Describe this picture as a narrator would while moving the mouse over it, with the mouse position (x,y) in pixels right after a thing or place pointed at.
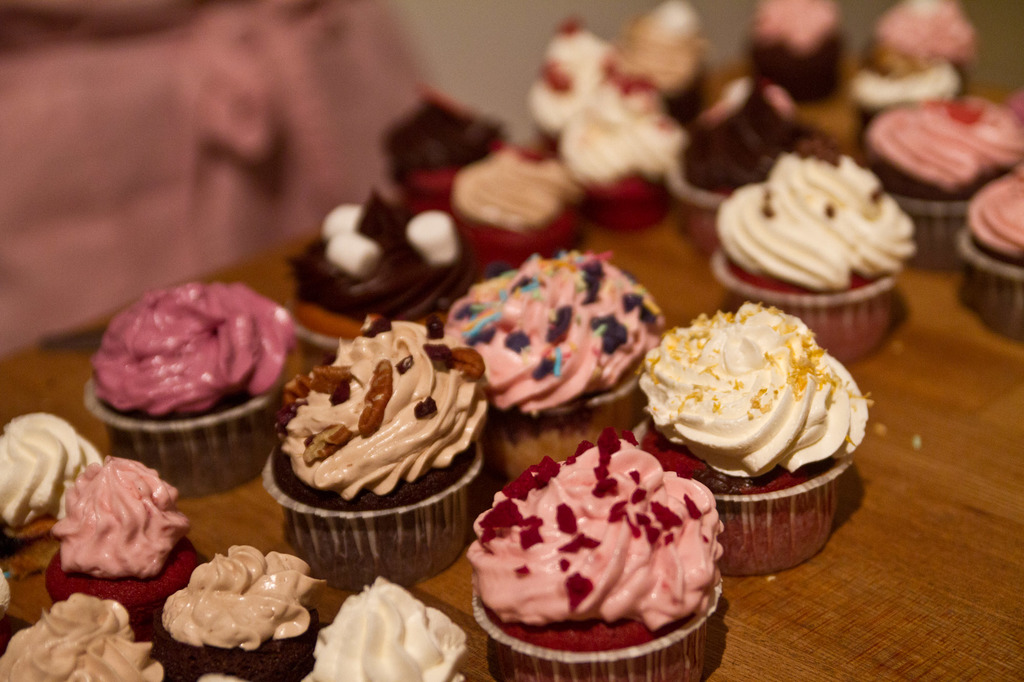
In this image I can see few cupcakes (616,322) in different color. The cupcakes (790,186) are on the brown table (903,557). Background (329,93) is blurred.
